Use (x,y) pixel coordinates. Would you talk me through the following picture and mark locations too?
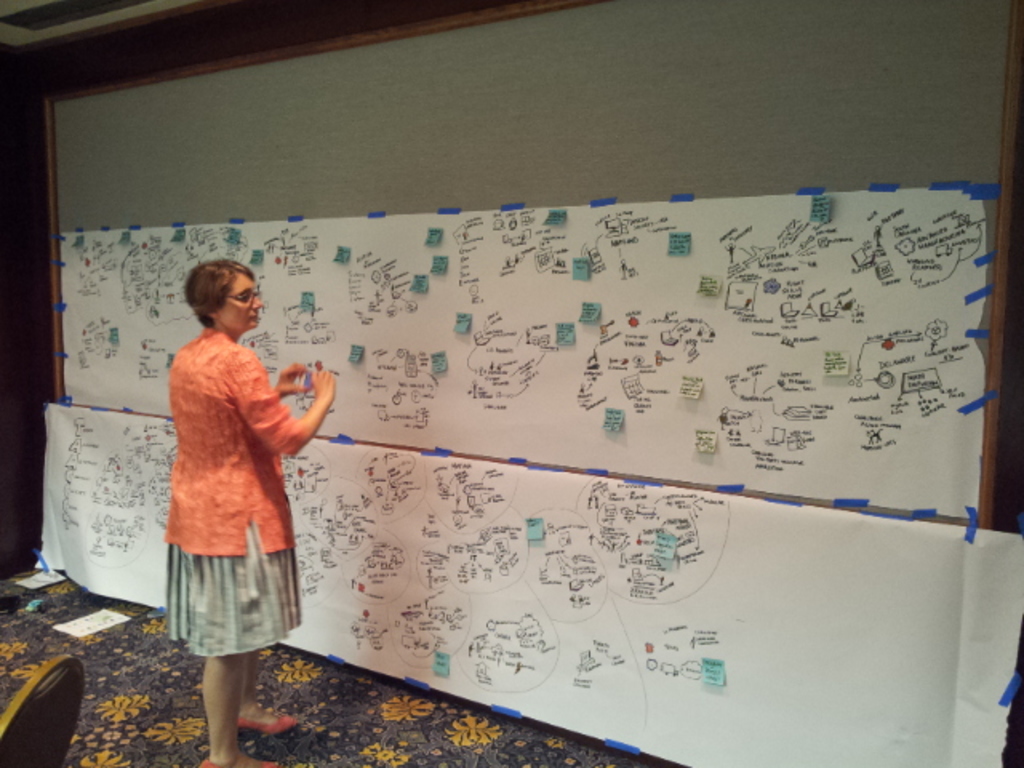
In the picture I can see woman (231,658) standing in front of the board (677,138), on which some words (569,550) are written and some papers (492,513) are sticked to the board (801,460), behind the woman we can see one chair (46,714).
